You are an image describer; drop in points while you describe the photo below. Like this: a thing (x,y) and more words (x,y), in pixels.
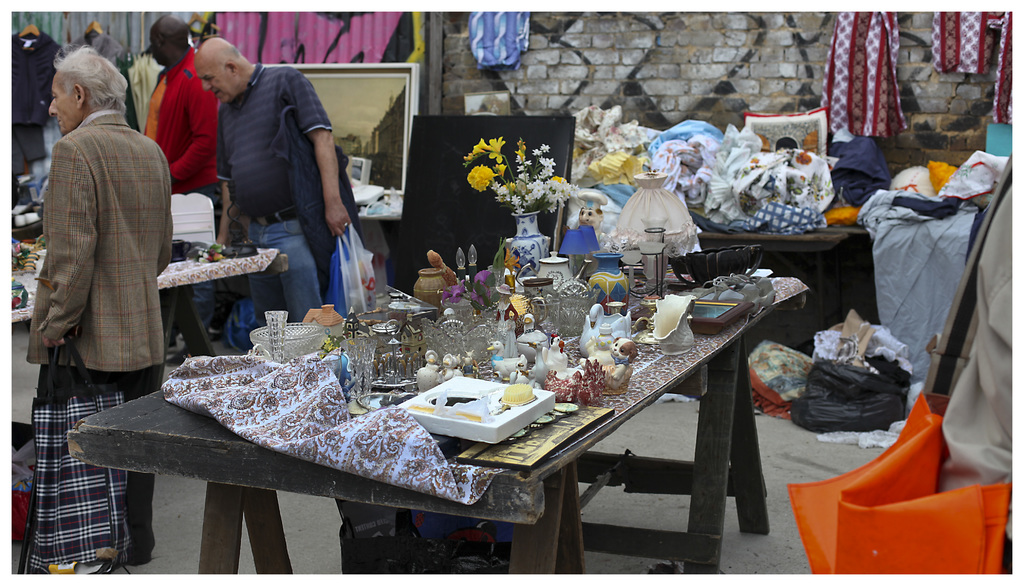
On the left side (91,144) we can see three persons (87,103) were standing around the table (165,278). in center (518,315) we can see table (598,331), on table (570,332) we can see few objects (537,343) like frame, flower vase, some pot (559,264) etc. And coming to the background (844,183) we can see some clothes (858,205) on the table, board (454,198), photo frame (357,105), graffiti (346,42), wall (573,70) etc.
